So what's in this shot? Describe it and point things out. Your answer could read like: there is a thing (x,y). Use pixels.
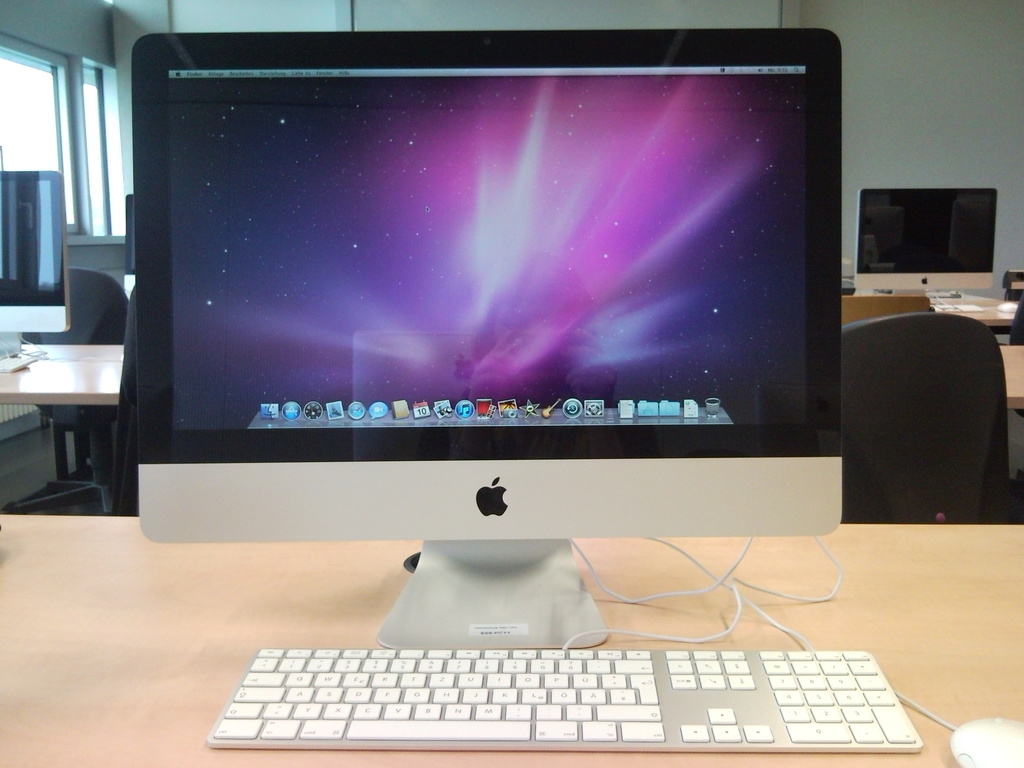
We can see chairs (968,426) and tables (978,317) on the table (1018,395) there are monitors (718,507), keyboard (865,729), mouse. On the background (579,6) we can see wall (61,6), glass window (39,117).
